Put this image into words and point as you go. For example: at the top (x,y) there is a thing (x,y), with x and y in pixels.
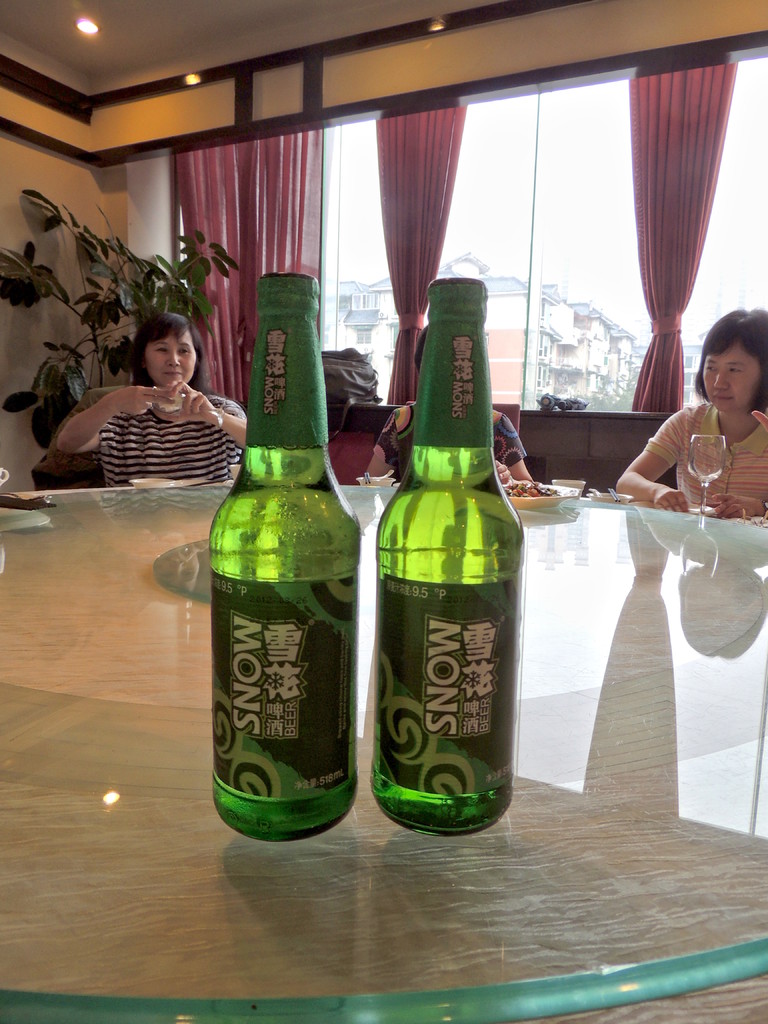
As we can see in the image there are curtains (256,191), window (541,229), plant (86,233), few people (180,330) sitting on sofas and in the front (571,871) there is a table (607,764). On table (624,753) there are two bottles (280,694).
